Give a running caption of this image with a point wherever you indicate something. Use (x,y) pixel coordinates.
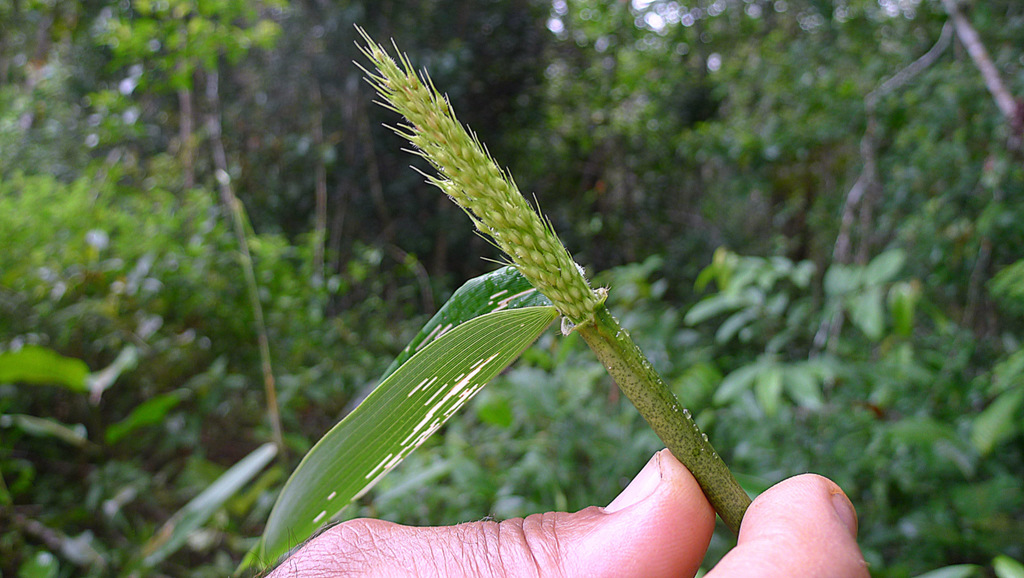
In this image, in the middle (530,305) bottom, we can see fingers (788,517) of a person (776,520) holding a leaf (604,325). In the background (580,492), we can see some trees (590,143) and plants (118,210).
